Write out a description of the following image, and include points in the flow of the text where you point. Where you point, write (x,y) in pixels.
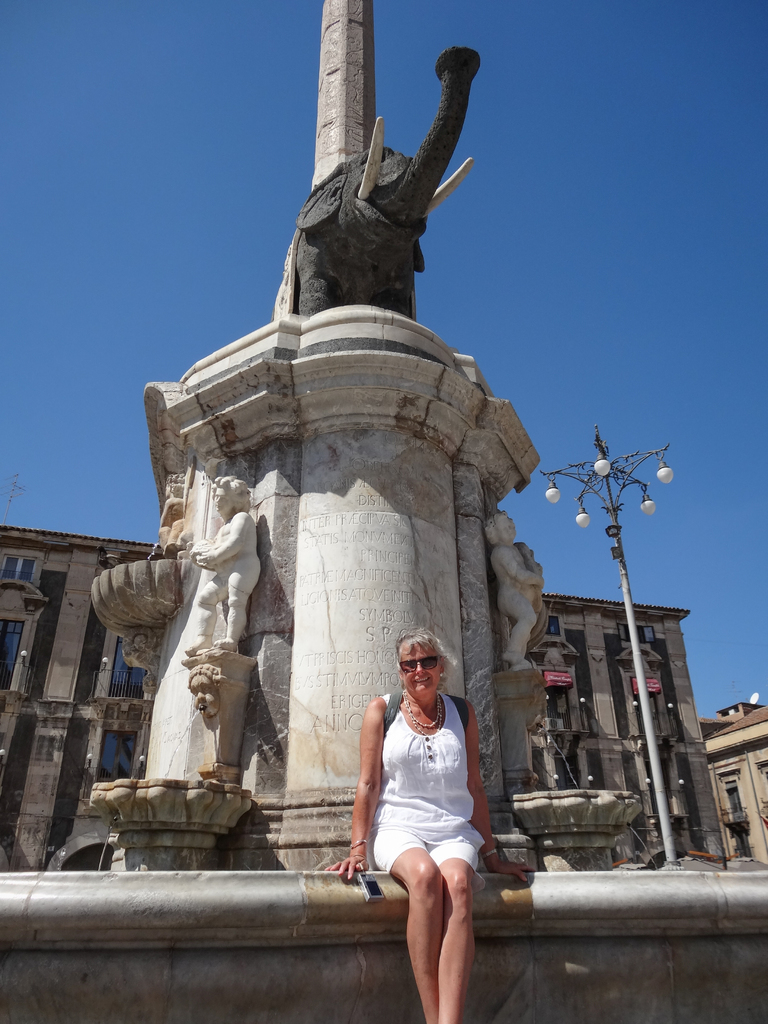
In this picture there is sculpture (338,211) in the center of the image (286,653) and there is a lady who is sitting in the center of the image (421,680).
